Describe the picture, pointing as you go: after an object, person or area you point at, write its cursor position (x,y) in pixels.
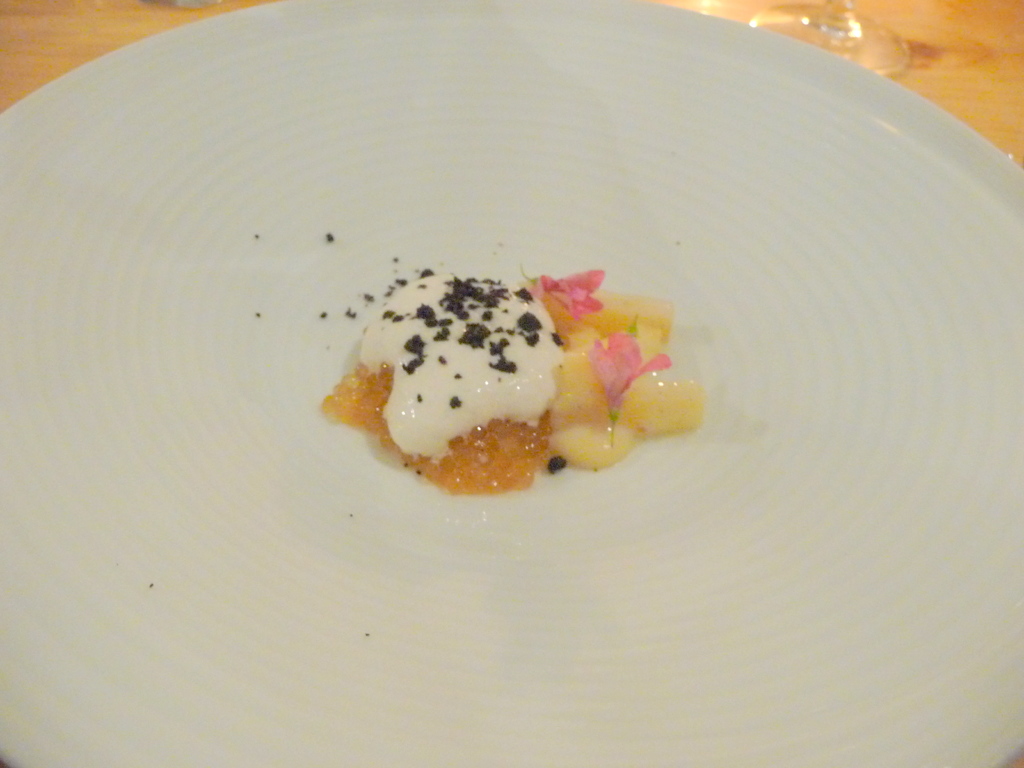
In this image we can see food item (529,288) on the plate (691,319), also we can see some part of the glass (822,34), which are on the wooden surface (962,77).
